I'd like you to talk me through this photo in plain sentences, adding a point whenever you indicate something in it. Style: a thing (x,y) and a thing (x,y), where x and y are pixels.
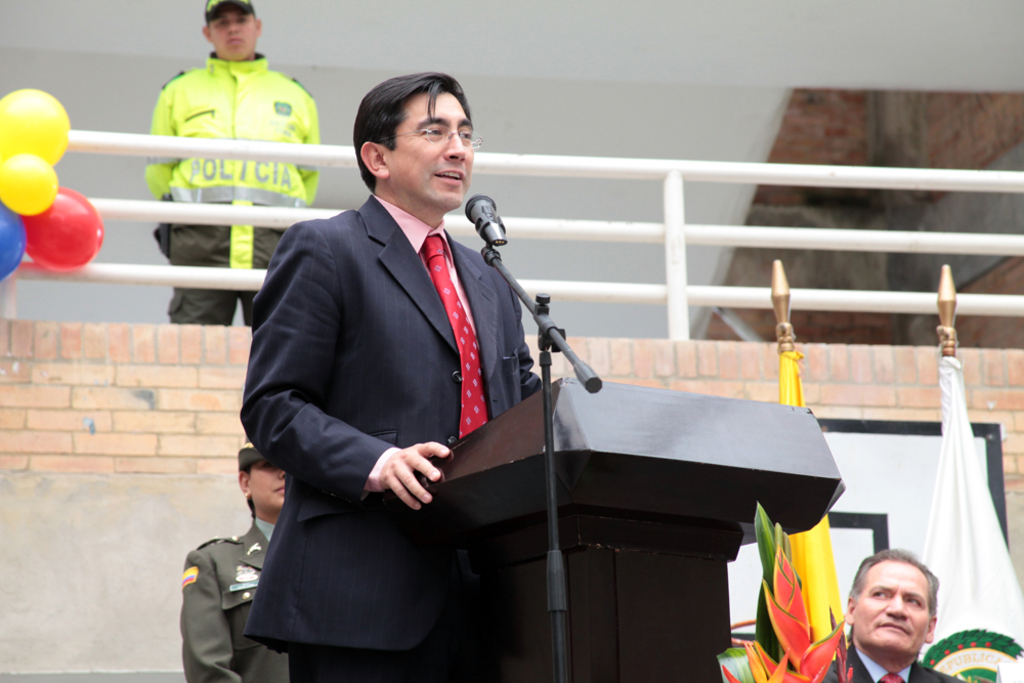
In the center of the image (360,251) there is a person (320,346) standing at a desk (506,661) with mic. In the background (244,454) we can see flags (791,345), persons (215,637), fencing (815,293) and wall (833,277).
